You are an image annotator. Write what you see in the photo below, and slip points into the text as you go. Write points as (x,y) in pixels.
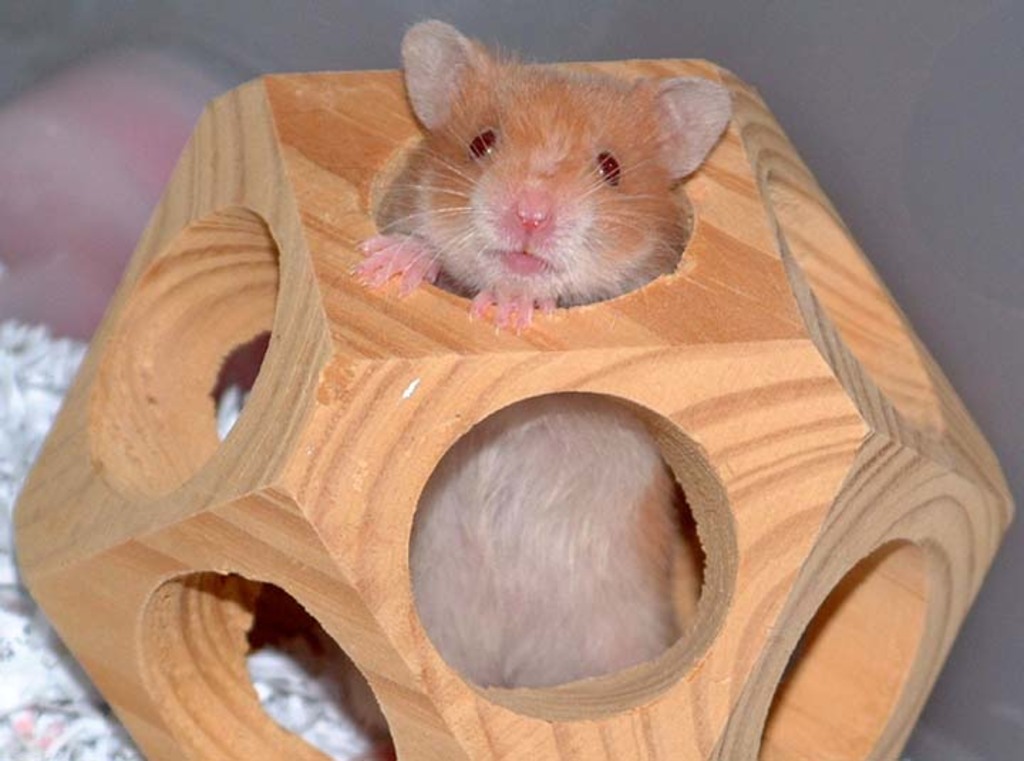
In the picture there is a hamster (638,165) present in a wooden box (130,687).
